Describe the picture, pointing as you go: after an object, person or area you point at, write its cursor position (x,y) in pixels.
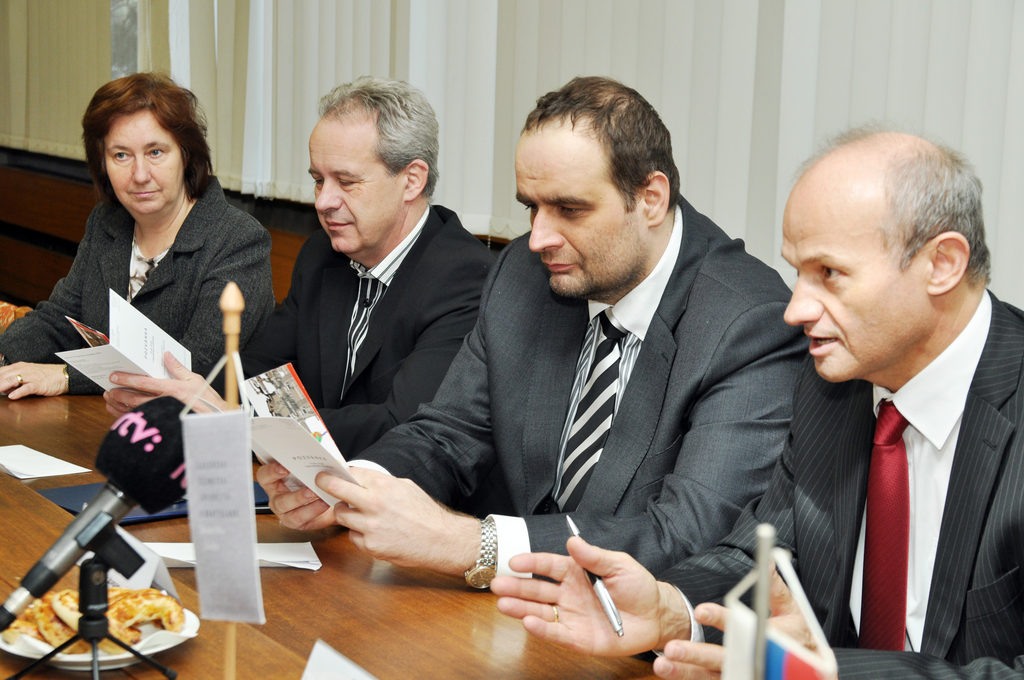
In this image there are four persons (426,332) who are sitting in front of them there is one table (428,603) and one person (816,323) is holding a pen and talking, and two of them are holding papers (157,345). On the table (50,506) there is one mike (35,592), plate (122,662), papers (172,593), in that plate (115,625) there are some food items (139,600). In the background (200,65) there are some windows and curtains (796,37).
